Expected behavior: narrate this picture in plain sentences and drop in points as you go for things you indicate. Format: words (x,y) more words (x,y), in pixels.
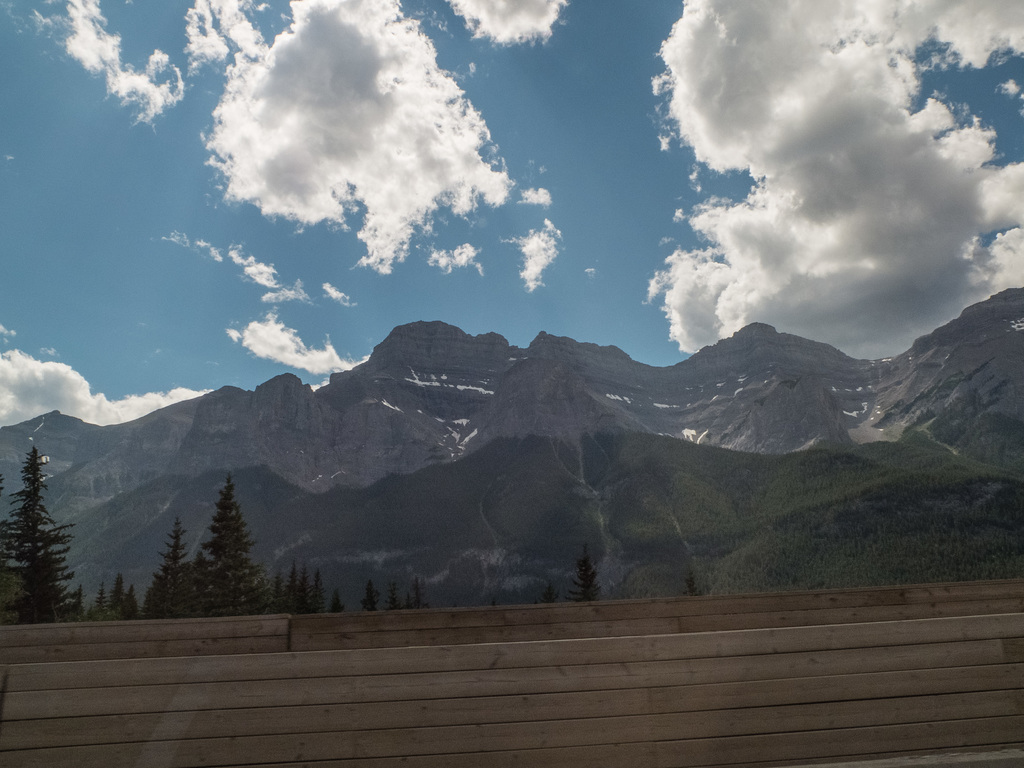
This picture is taken outside of the city. In this image, we can see a wood wall (668,679), trees (254,587), plants (903,486), mountains (427,392). At the top (529,117), we can see a sky (537,117) a bit cloudy.
